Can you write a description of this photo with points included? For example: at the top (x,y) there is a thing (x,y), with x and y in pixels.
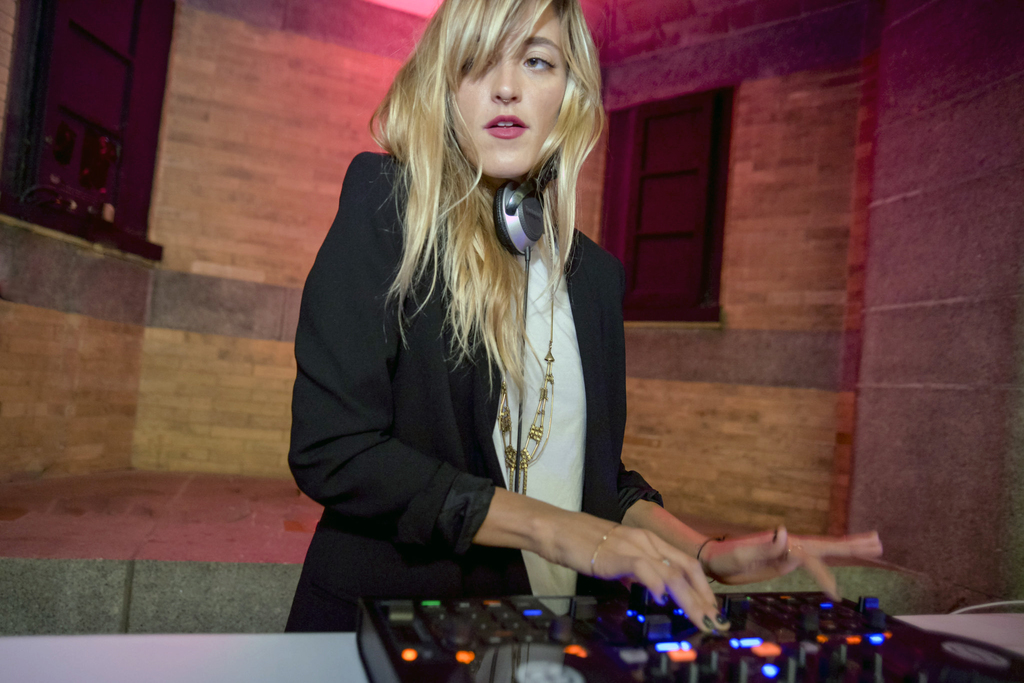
This image is taken indoors. In the background (228,202) there is a wall (864,176) with a window (706,159). At the bottom of the image (199,651) there is a table (222,652) with a musical instrument (782,632) on it. In the middle of the image (466,307) there is a woman (483,205).
